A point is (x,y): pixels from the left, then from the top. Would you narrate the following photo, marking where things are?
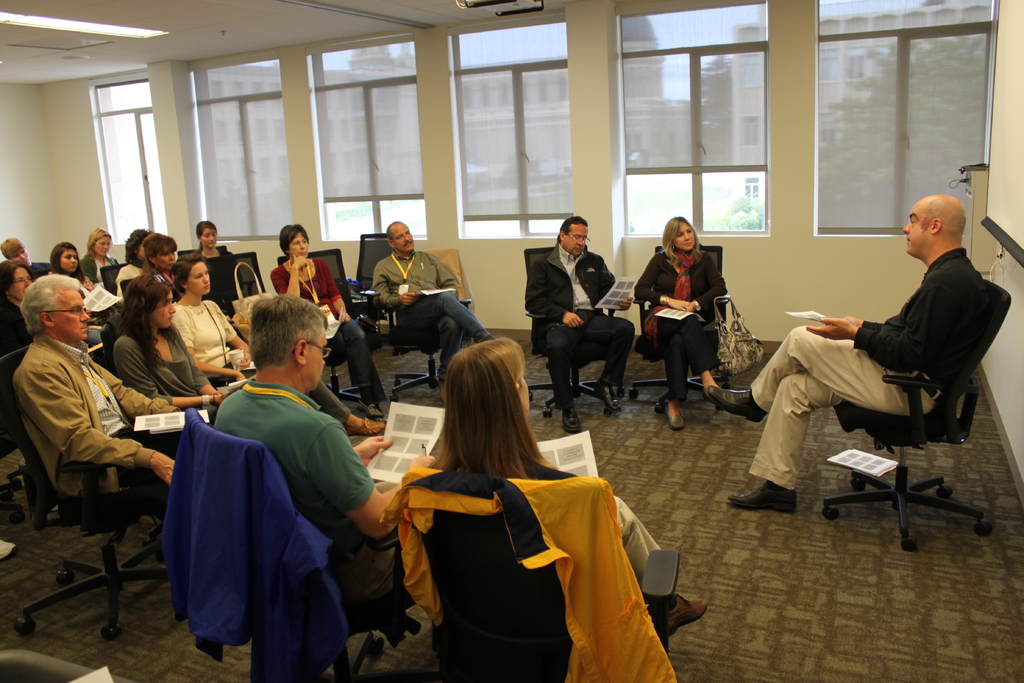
In this image we can see a group of people (369,401) sitting and listening towards the other person (838,357) which is opposite to everyone and the person (894,327) is sitting on a chair (921,422) and giving the speech to everyone and this is a meeting hall (261,253) and backside we can observe the windows (736,188) and top we can see the light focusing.
